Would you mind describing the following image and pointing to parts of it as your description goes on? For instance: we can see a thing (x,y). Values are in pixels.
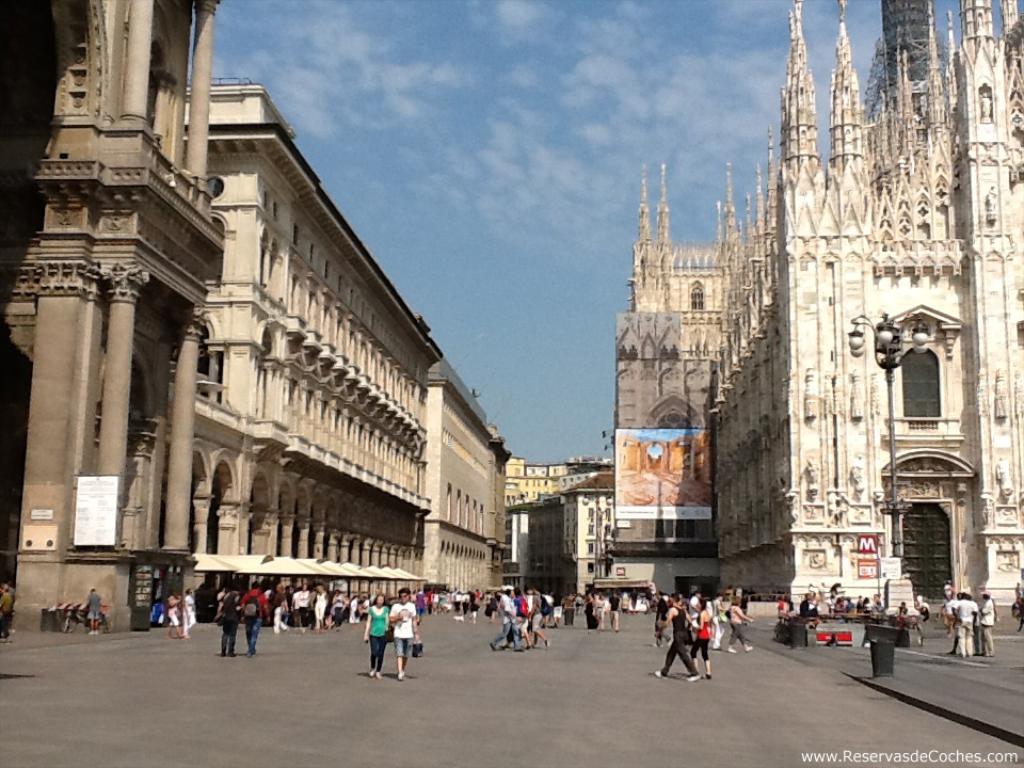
In this image, we can see a crowd (693,606) in between buildings (442,417). There are some persons (985,618) standing in front of the building (936,570). There is a screen (690,470) in the middle of the image (681,470). In the background of the image (504,298), there is a sky (387,38).
